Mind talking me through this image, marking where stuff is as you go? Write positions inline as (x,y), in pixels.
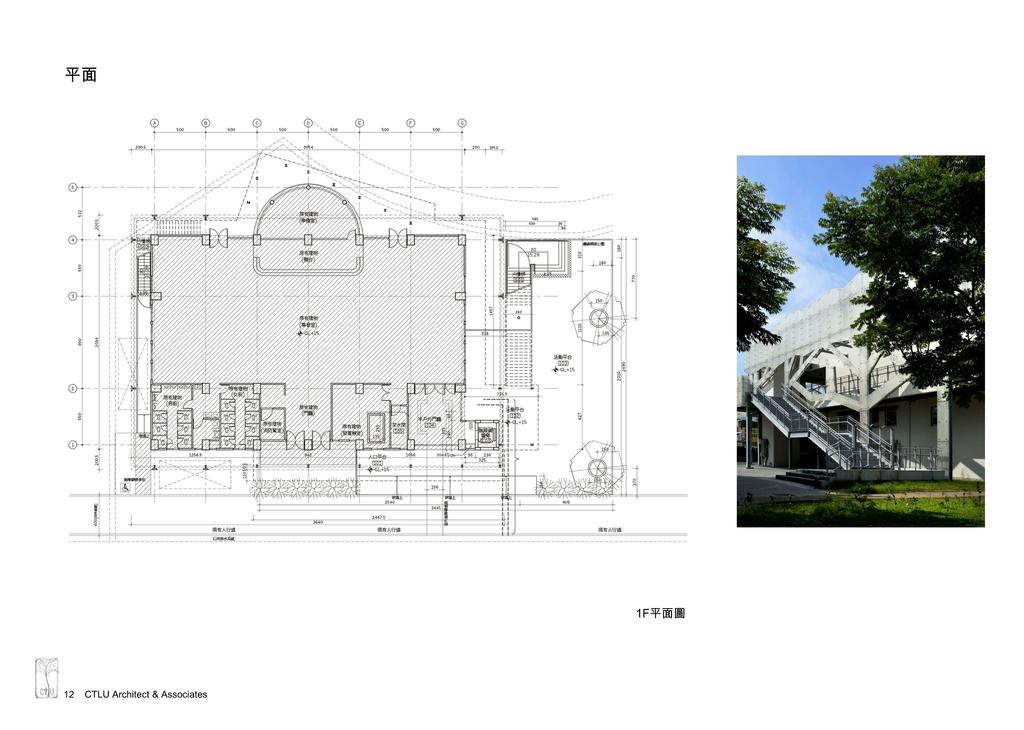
On the left side of the image (277,493) we can see the planning of a building (186,372). On the right side of the image (925,486) we can see a building (846,413), stairs (869,431), trees (959,294), grass (882,486), ground (895,496) and clouds (801,272) in the sky (783,166). In the background of the image (115,695) we can see the text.
